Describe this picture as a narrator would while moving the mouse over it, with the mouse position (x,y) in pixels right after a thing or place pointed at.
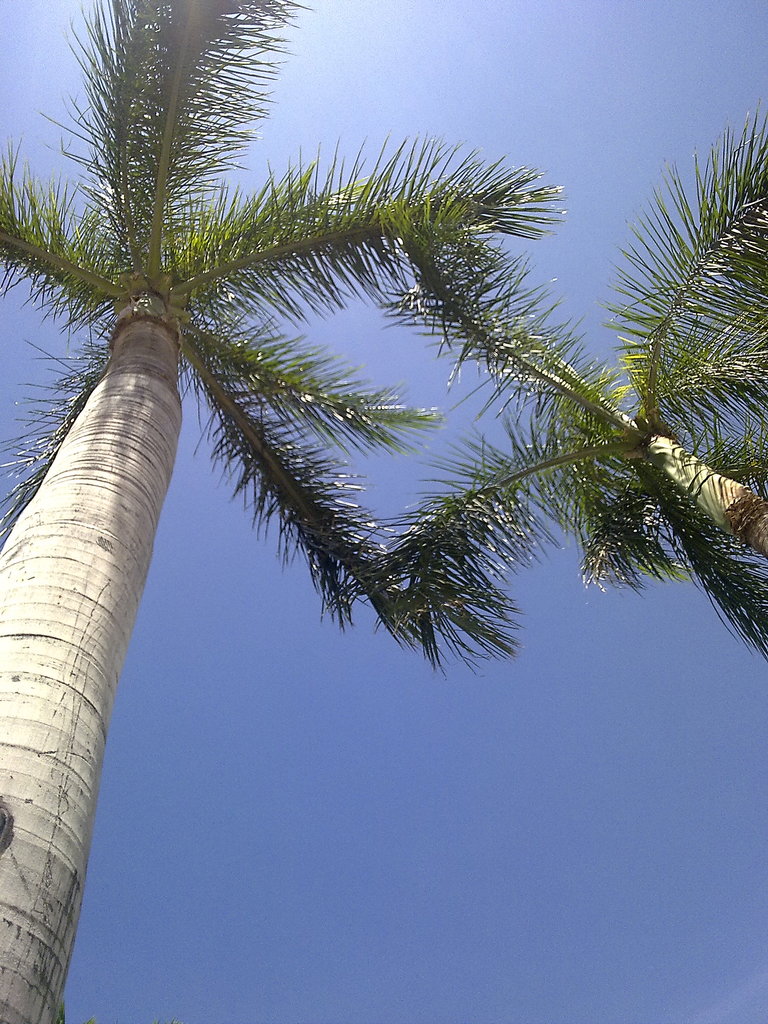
In this image we can see some trees (261,487). We can also see the sky (412,373) which looks clear.
